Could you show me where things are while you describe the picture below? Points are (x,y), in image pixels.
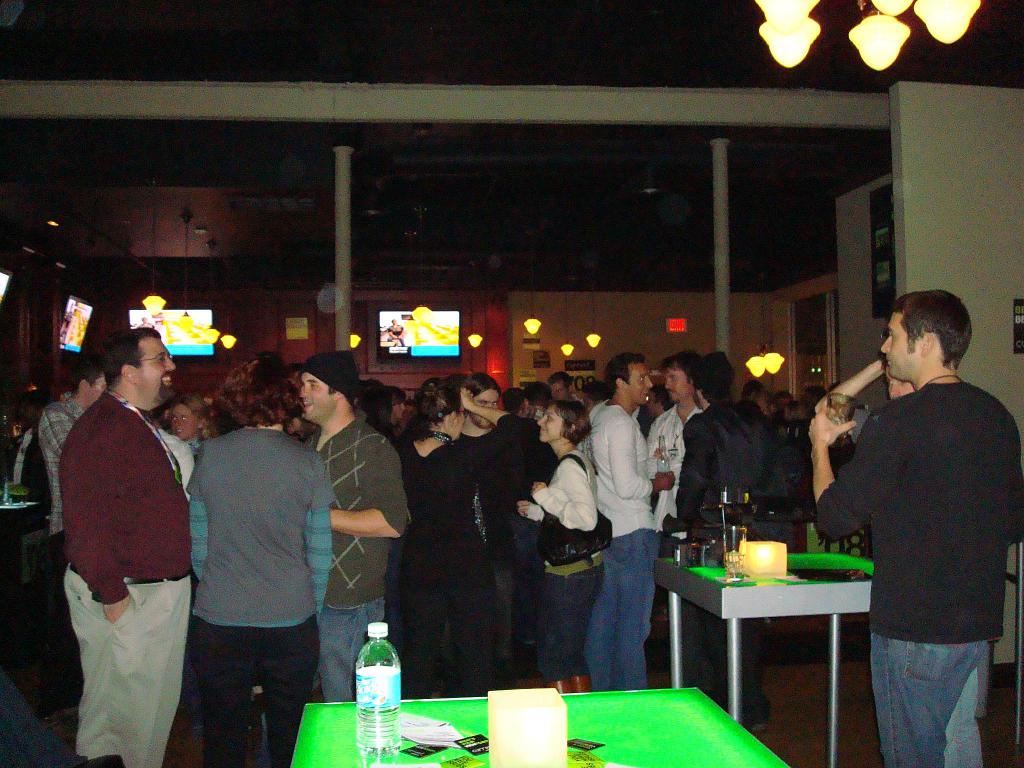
in a room (68,262) there are many people (651,400) having party there are many tables (817,595) near to them on the table (804,595) there are different items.
